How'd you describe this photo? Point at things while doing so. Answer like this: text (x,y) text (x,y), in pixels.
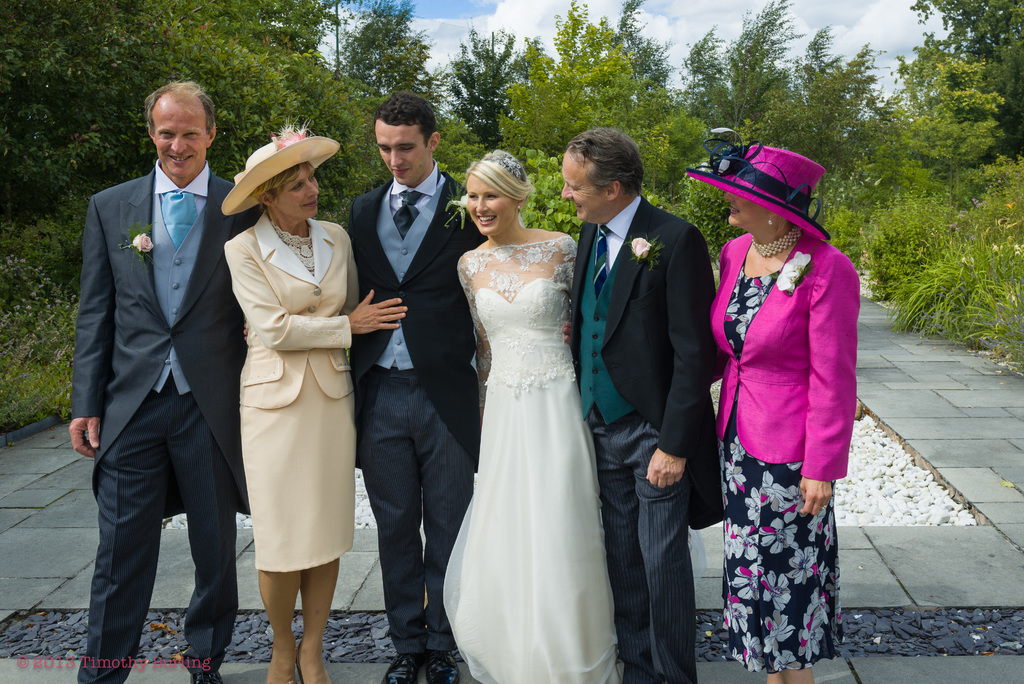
In the image we can see there are three men (674,302) and three women (729,311) standing, they are wearing clothes (223,322). This is a hat (288,160), a flower (139,246), earrings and a neck chain (782,239). This is a footpath (978,438), stones (909,472), watermark (69,662), trees (314,70) and a cloudy sky (522,32).
